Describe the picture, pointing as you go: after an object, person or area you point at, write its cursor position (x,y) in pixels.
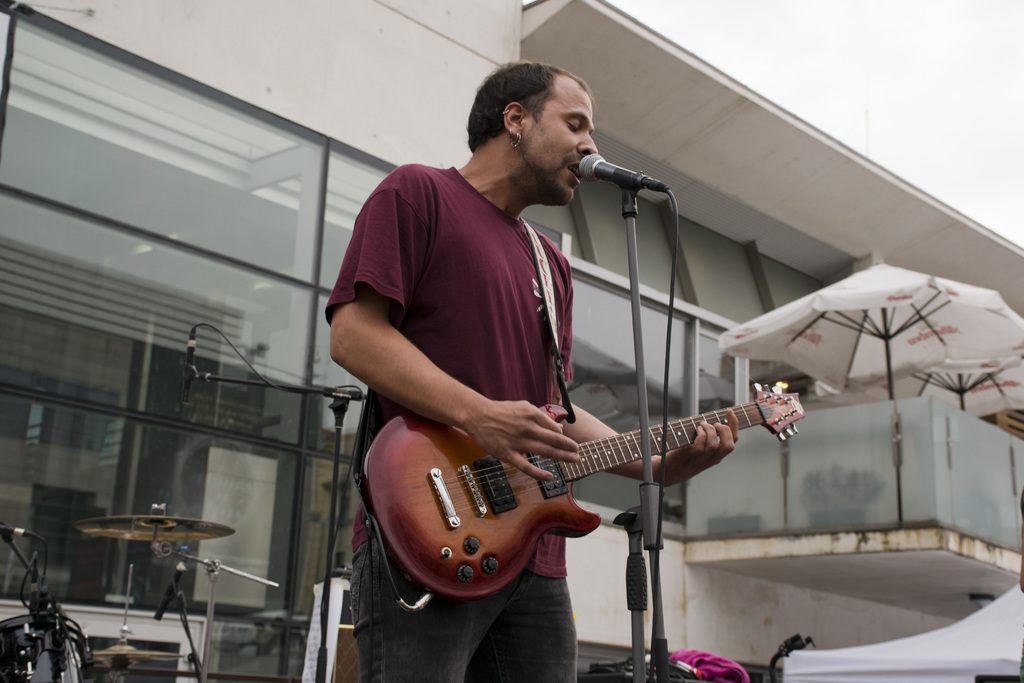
The person (467,293) playing guitar (585,457) and singing in front of a mic (596,165) and there are some musical instruments (261,577) behind him.
